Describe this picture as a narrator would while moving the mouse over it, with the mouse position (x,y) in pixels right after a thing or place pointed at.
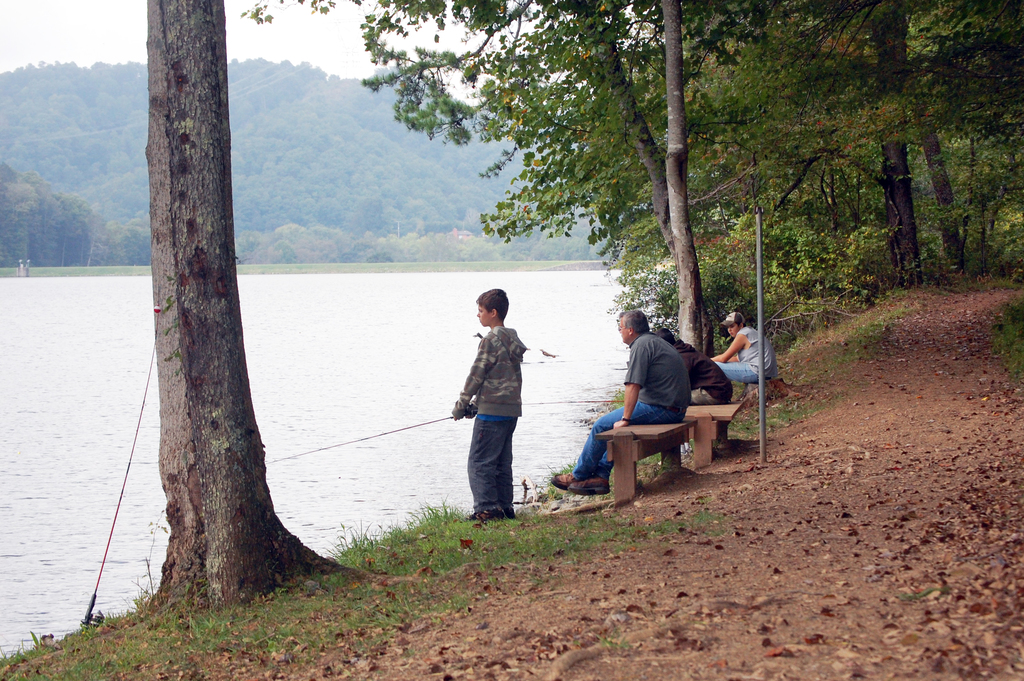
As we can see in the image there are trees (289,102), sky (268,48), water (341,322) and few people (670,349) sitting on bench (622,430).
